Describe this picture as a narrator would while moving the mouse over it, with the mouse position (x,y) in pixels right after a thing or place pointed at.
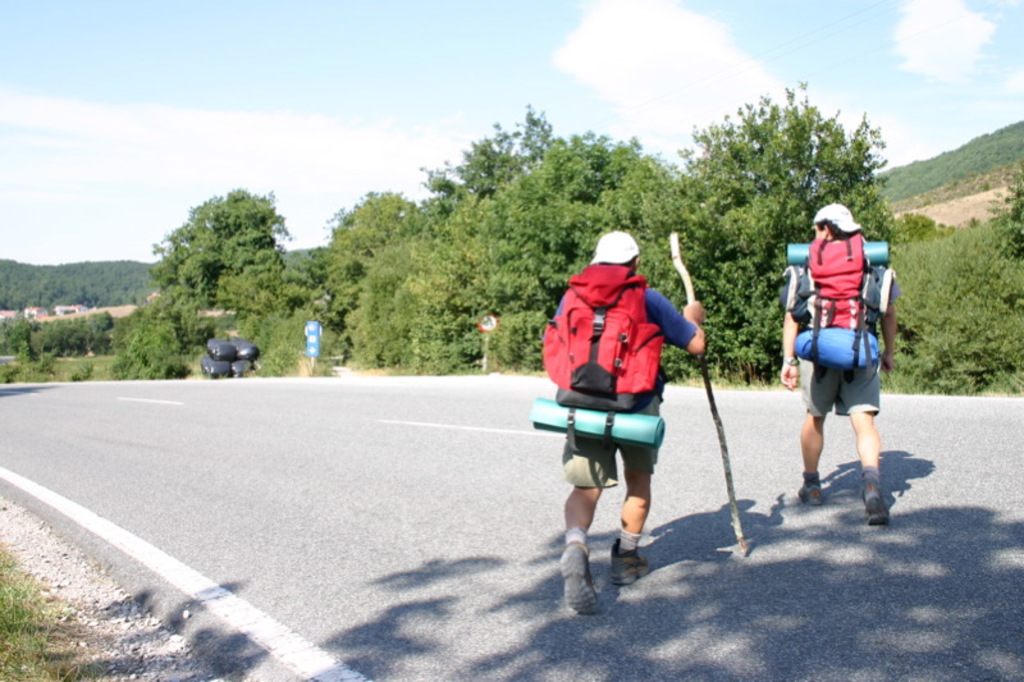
This image is clicked outside. There are trees (552,226) on the right side (975,294) and sky (580,108) on the top (346,116). There are two persons (797,380) crossing the road (590,527) both of them are wearing black shoes (628,549) and caps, one of them is wearing the watch (789,364) and the one who is in the middle (649,287) is holding the stick (743,534).
